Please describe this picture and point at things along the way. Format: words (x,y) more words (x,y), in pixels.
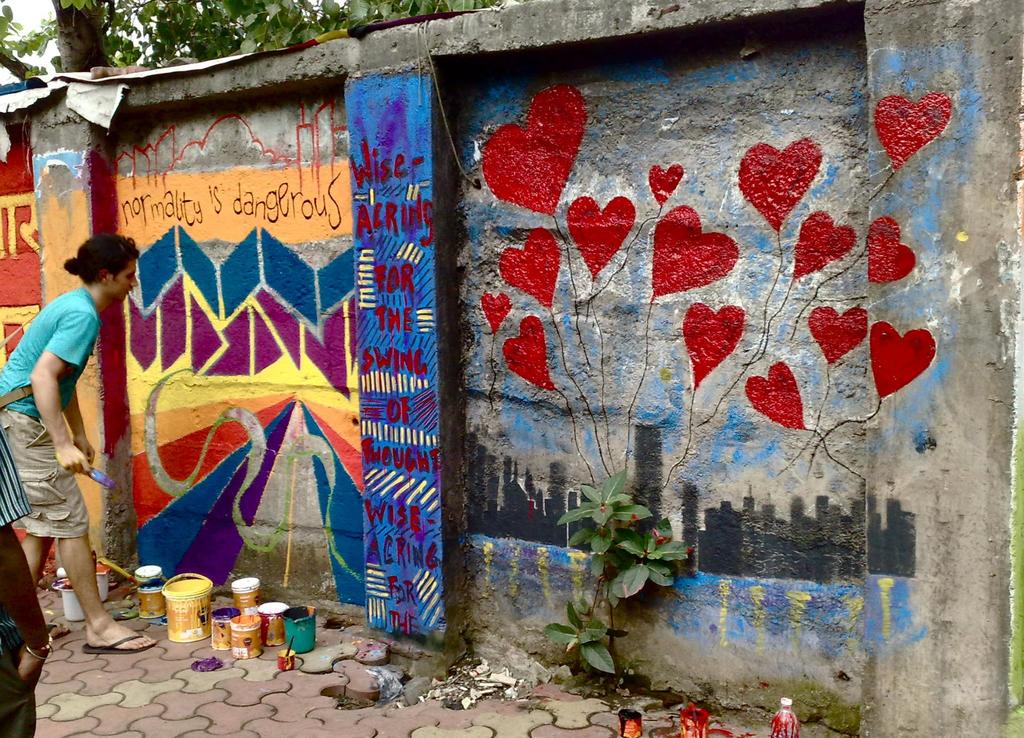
In this picture we can see some text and painting (171,407) on the wall (737,131). There are a few buckets (293,658), bottles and other objects (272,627) visible on the path (357,683). We can see a plant (636,531) on a path (218,730). There is a person (66,531) holding a brush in his hand (83,463). We can see another person (24,590) on the left side (25,563). It looks like there are a few plants (165,44) visible in the background (295,3).
